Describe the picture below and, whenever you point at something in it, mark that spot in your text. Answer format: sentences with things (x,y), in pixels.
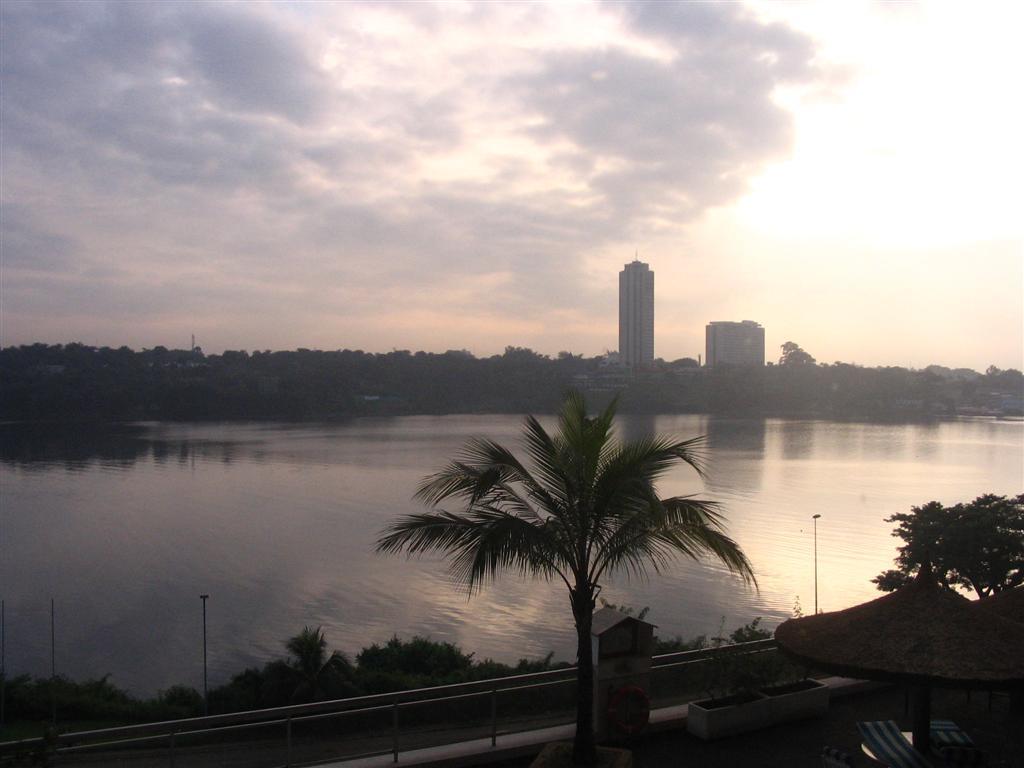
There is water (239,480). On the sides there are plants (379,661), trees (318,675), railings (534,685). There is a tent (877,668) with benches (911,754). In the background (460,393) there are trees (71,374), buildings (744,340) and sky (413,227).
